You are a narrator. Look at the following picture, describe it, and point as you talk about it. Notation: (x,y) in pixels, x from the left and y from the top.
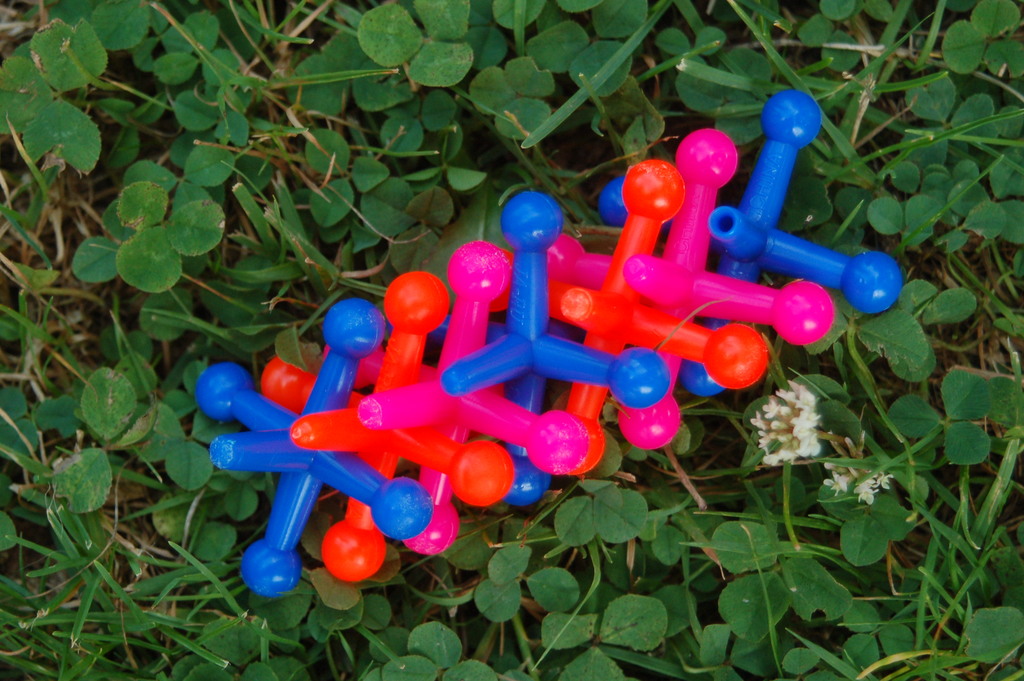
In this image we can see grass (388,145) and plants (133,392). There are some objects (468,327) placed on the plants (476,428).
